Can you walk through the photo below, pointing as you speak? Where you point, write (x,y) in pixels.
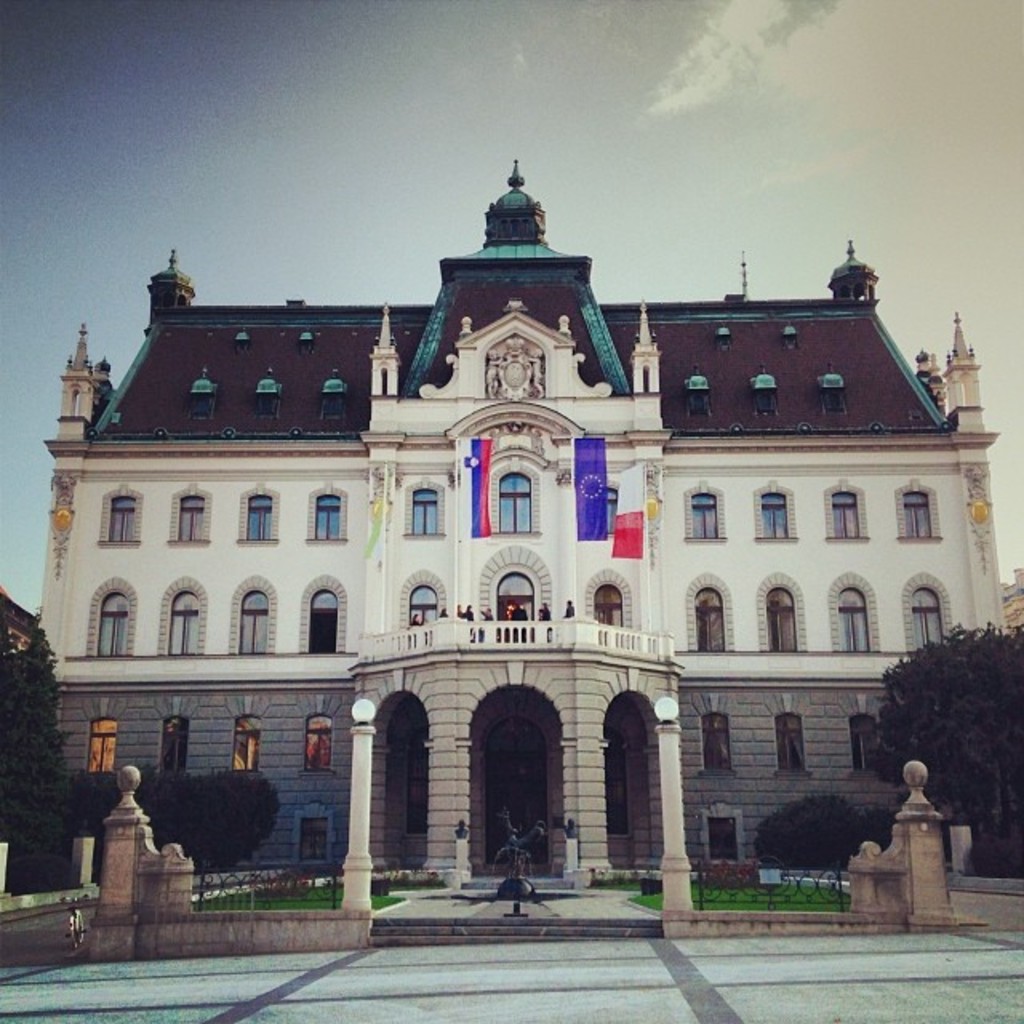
In this picture we can see the ground (426,1000), grass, statue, trees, flags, building (513,540) with windows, some objects (668,902) and in the background (387,135) we can see the sky (505,115).
